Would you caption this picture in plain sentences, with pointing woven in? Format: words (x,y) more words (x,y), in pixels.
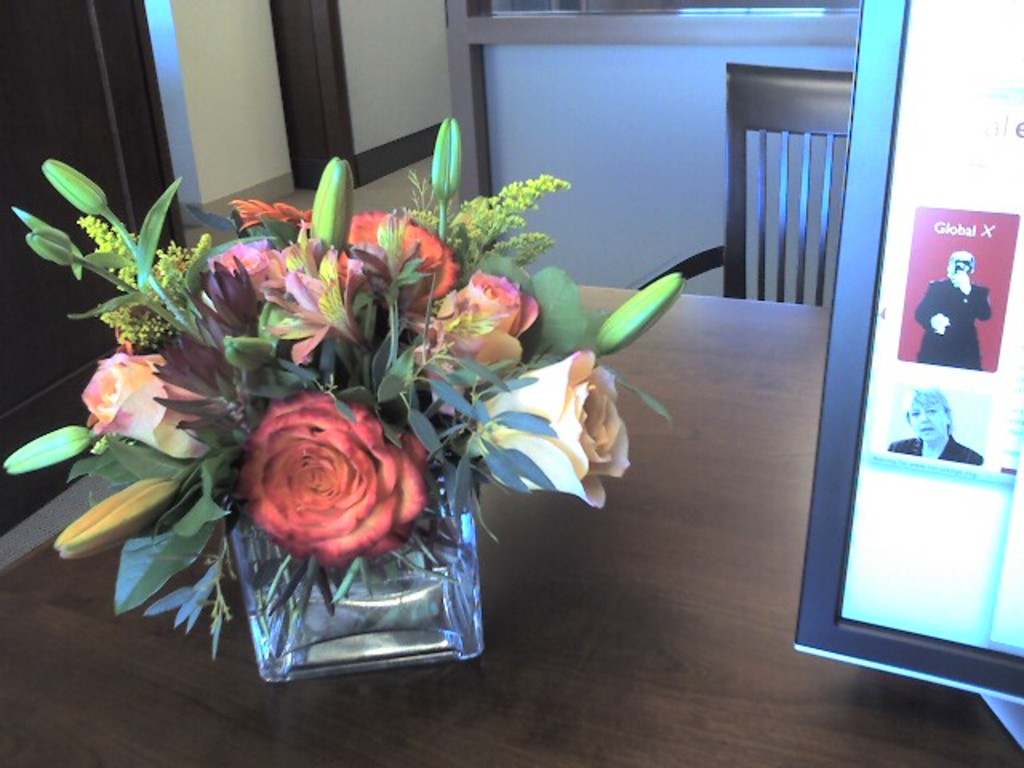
In the picture I can see flowers (478,334) kept in the glass vase (366,583) which is placed on the table (647,652). Here I can see system (952,472) on the right side of the image (967,146), I can see a chair (738,139), door (1,220) and the wall (407,88) in the background (392,103).
